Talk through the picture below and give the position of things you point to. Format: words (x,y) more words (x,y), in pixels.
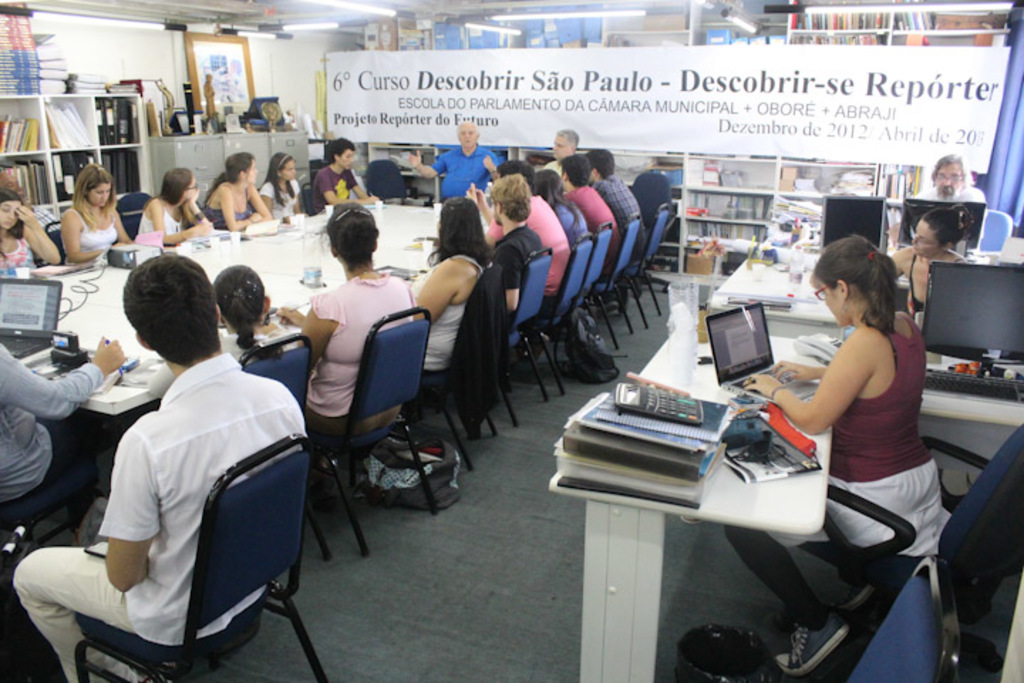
In this image there are group of people (159,288) who are sitting on chairs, and also there is a table (116,329). On the table (113,324) there is a laptop (16,327), cups (303,215) and some other objects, and on the right side of the image (874,359) there are three persons (883,409) who are sitting on chairs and also there are some tables (793,249). On the tables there are some computers (995,279), books (709,431), pens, glasses (787,262) and some other objects (780,248). And in the background (922,16) there are some book racks (688,169), in the book racks (682,158) there are some books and some boxes (794,178) and some other objects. And there is one board (520,114), in the center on the board (939,94) there is text (966,99) and at the top of the right corner (1000,196) there is a curtain (1004,120) and on the left side of the image (42,107) there are some shelves (92,139). In that shelves (75,150) there are some books (23,182), photo frame (195,94), statues (211,95) and some objects (187,115). At the top (170,13) there is ceiling (442,13) and some lights (158,27) and at the bottom (517,507) there is floor (541,637), on the floor (509,599) there are some bags (442,458).
